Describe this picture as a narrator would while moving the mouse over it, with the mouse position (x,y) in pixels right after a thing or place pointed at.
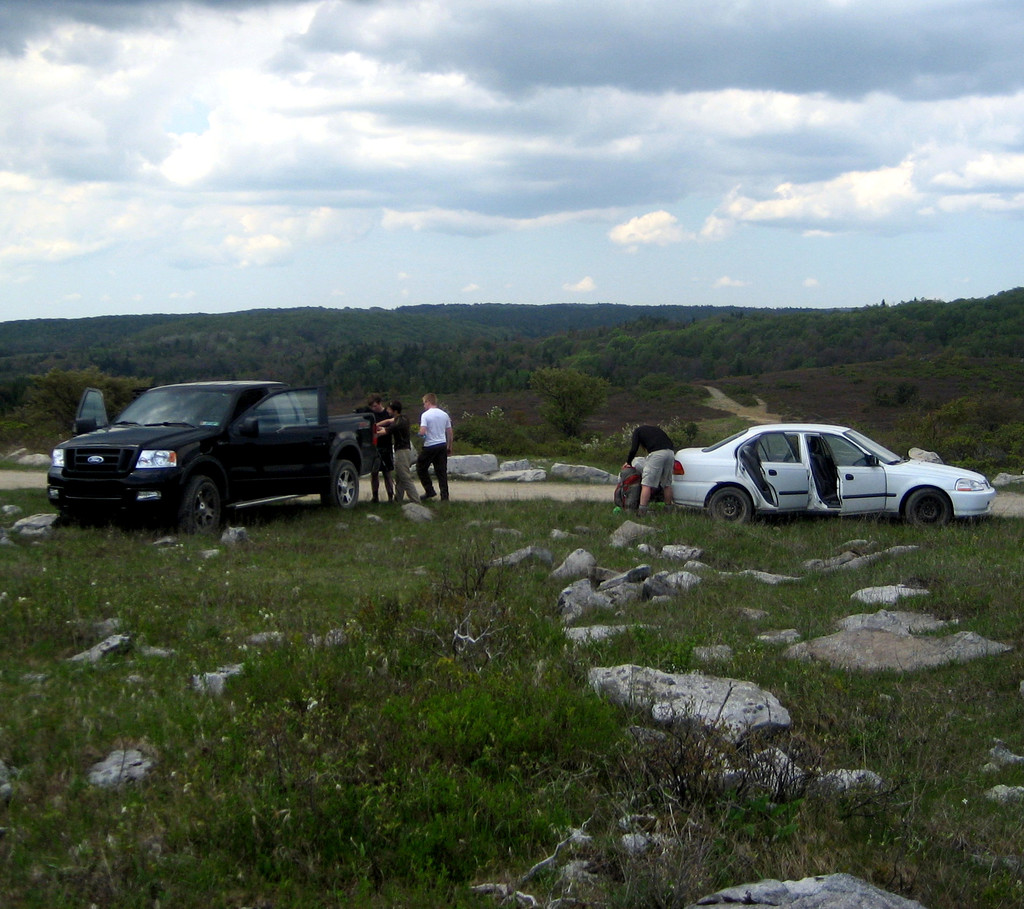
In this image we can see sky (467,144) with clouds (782,153), hills (582,334), trees (533,340), motor vehicles (756,459) and persons (426,465) standing on the grass (472,514). At the bottom of the picture (753,710) we can see rocks (723,676).
